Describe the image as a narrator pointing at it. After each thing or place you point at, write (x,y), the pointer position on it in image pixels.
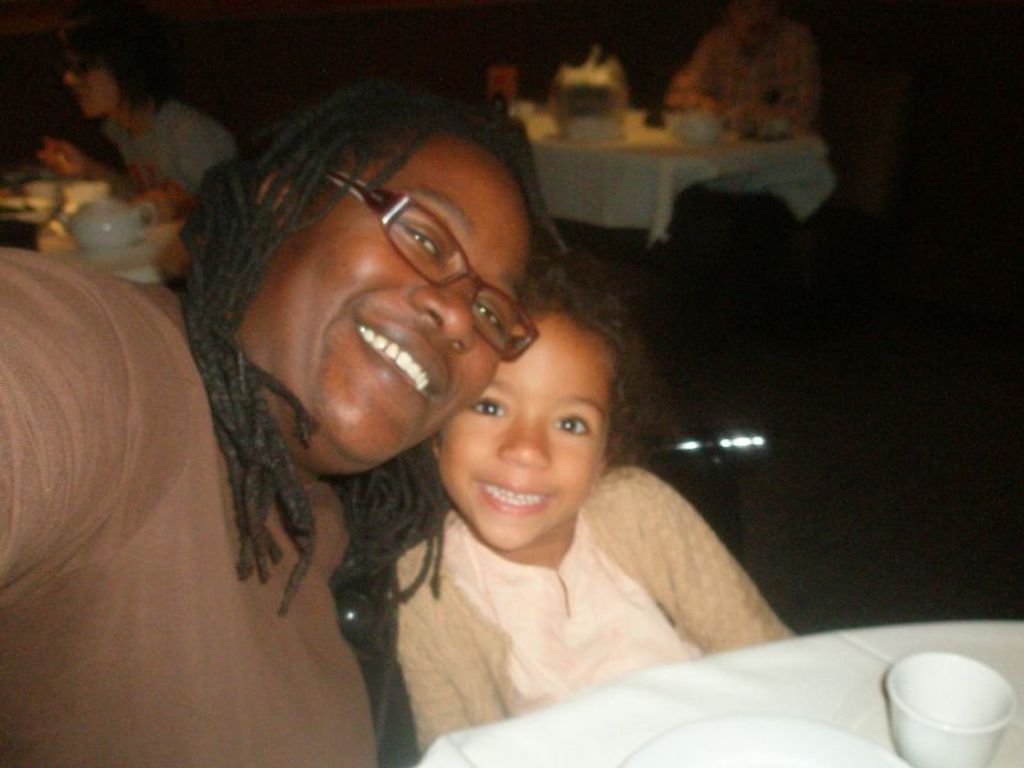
In this image I can see few people (135,555) are sitting and I can see the cup (920,721) and few objects (671,119) on the tables (871,731). Background (35,98) is in black color.
